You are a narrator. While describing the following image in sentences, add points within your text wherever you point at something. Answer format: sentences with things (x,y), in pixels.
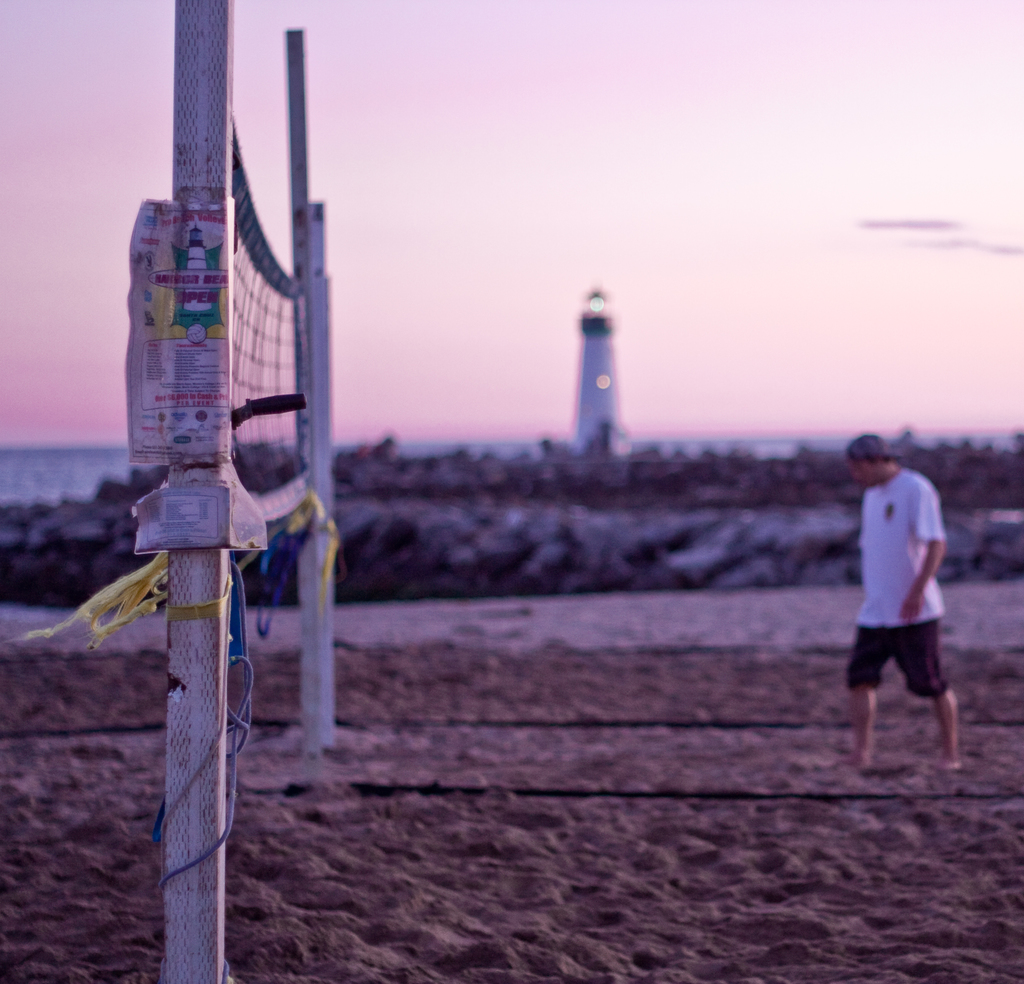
In this image we can see a person (893,618) standing on the ground (859,780). To the left side of the image (319,564) we can see two poles (204,597) with a net (270,494). In the background (431,536), we can see a lighthouse (582,360), a group of rocks (498,499) and the sky (667,336).
